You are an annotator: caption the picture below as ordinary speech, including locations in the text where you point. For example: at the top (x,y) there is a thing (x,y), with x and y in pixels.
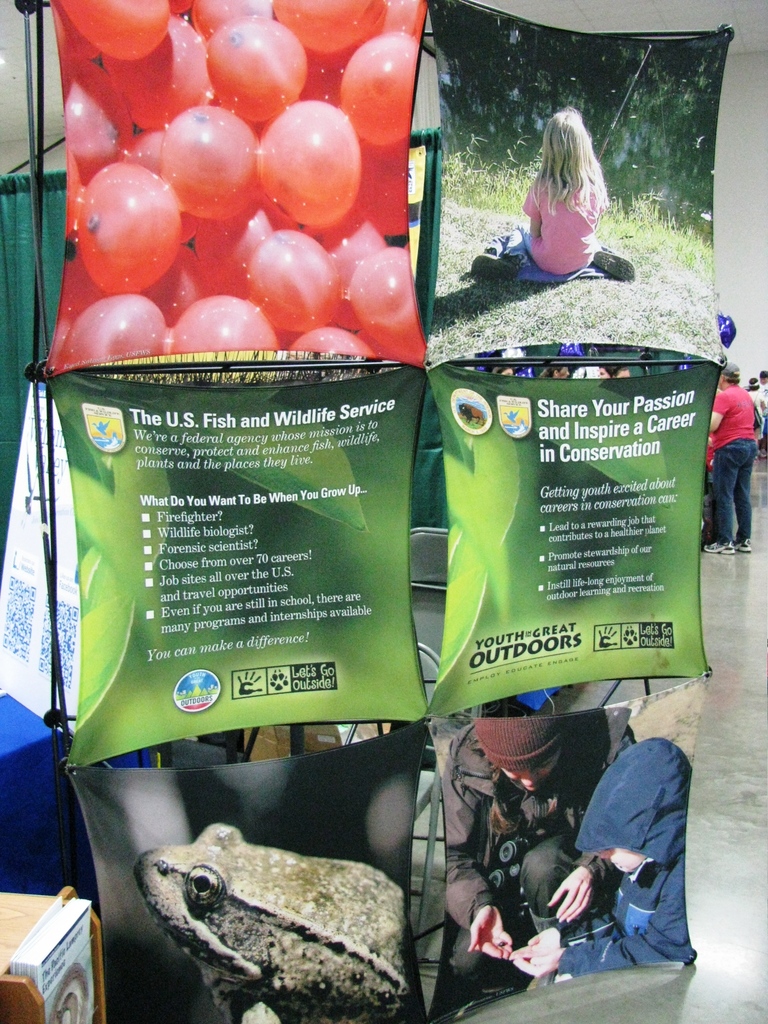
In this image there are a few posters (250,347) with different images (581,234) and text (556,552) are attached to the rack (54,652), beside that there are a few objects (65,889) and on the right side of the image (739,486) there are a few people (720,451) standing. In the background (725,288) there is a wall (728,129) and at the top of the image (695,15) there is a ceiling (591,10).
